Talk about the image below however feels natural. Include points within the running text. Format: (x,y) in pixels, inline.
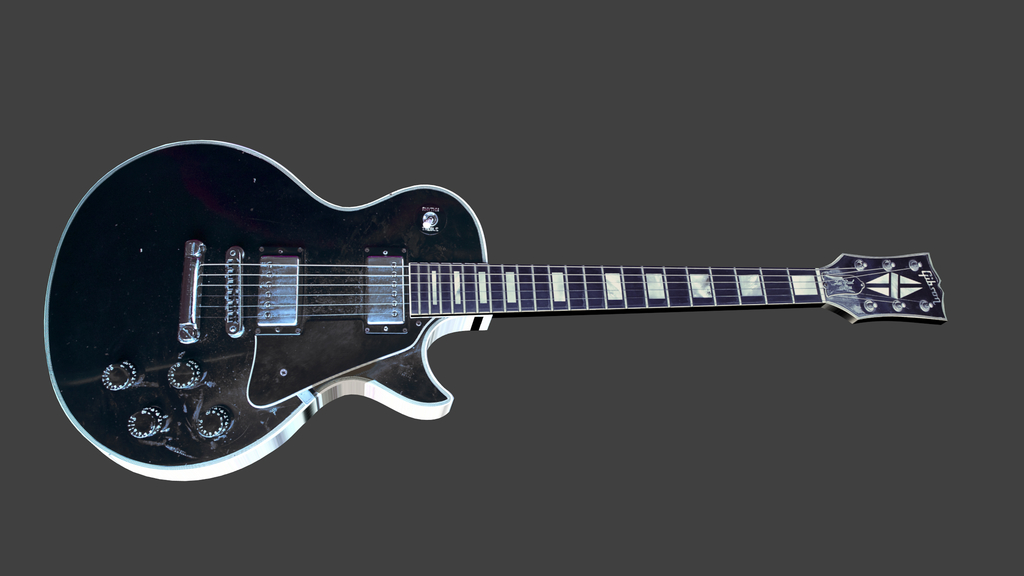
In this picture, we see a guitar (695,300). It is in black and white color. In the background (551,218), it is grey in color. This might be an edited image.
